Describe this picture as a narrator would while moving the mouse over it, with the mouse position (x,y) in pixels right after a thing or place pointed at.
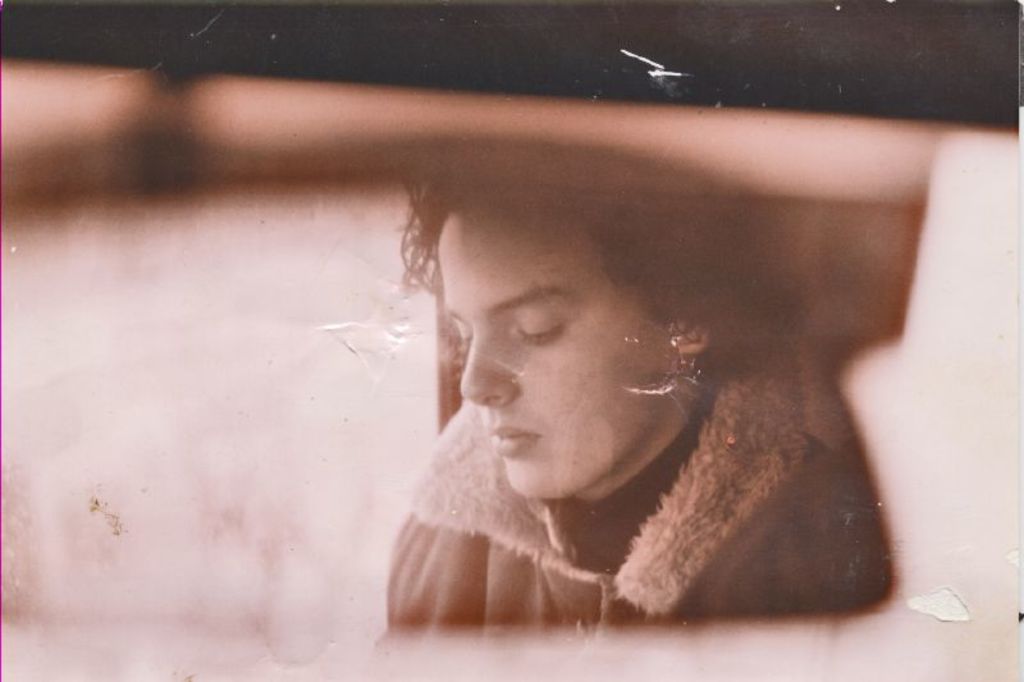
In this image I can see a person (705,399) wearing jacket (780,532). Background is in black and brown color. The image is in sepia.
